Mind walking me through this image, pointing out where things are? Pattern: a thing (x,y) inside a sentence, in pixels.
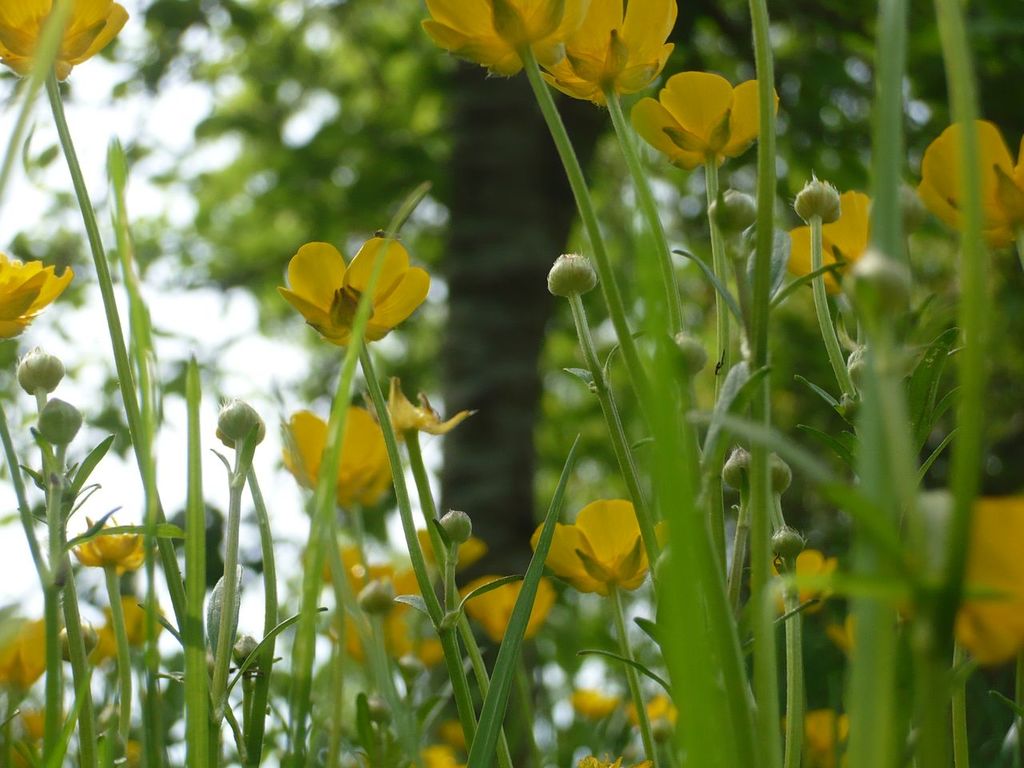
This image consists of yellow flowers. At the bottom (400,620), there are small plants (341,620). In the background (441,203), there is a tree (267,238).
